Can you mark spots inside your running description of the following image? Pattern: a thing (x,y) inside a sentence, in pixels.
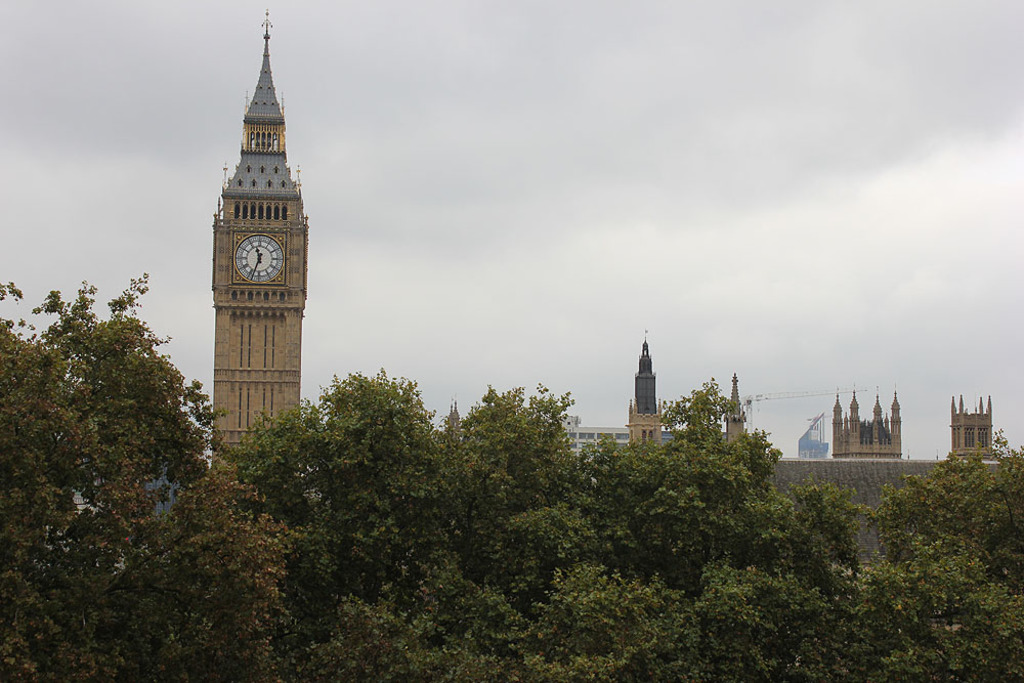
In this image we can see there are buildings (242,384), in front of that there are trees (590,539). In the background (707,261) there is the sky (656,271).
